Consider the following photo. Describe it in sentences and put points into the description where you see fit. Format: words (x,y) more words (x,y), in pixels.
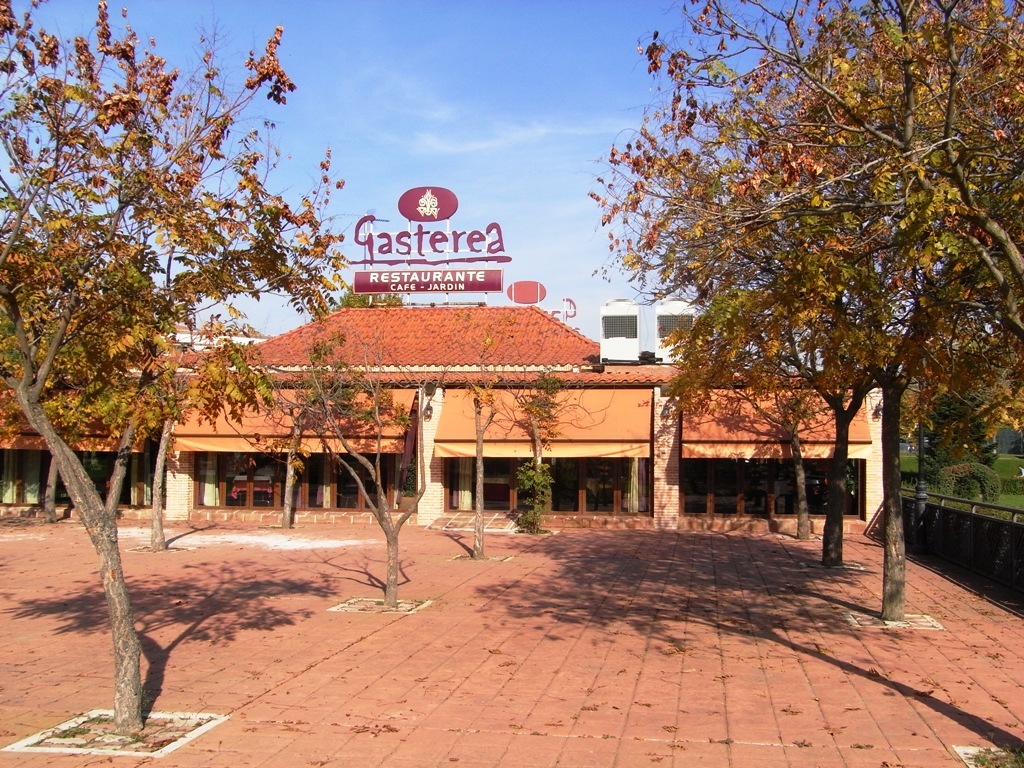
In this image I can see trees (536,427). In the background (606,465) I can see a building (492,423) and the sky (381,181). On the right side (941,537) I can see fence (992,570), a pole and the grass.
